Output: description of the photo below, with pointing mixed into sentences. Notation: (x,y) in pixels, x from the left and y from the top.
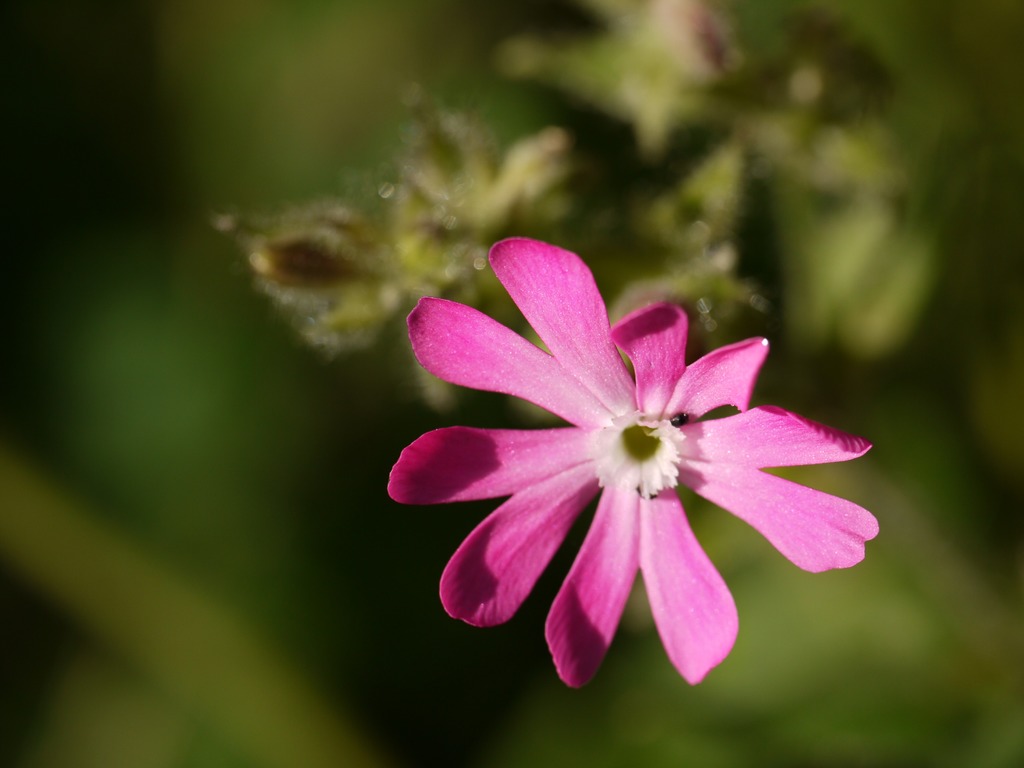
This image consists of a flower (530,529) in pink color along with a plant (460,254). And the background (223,285) is blurred.
